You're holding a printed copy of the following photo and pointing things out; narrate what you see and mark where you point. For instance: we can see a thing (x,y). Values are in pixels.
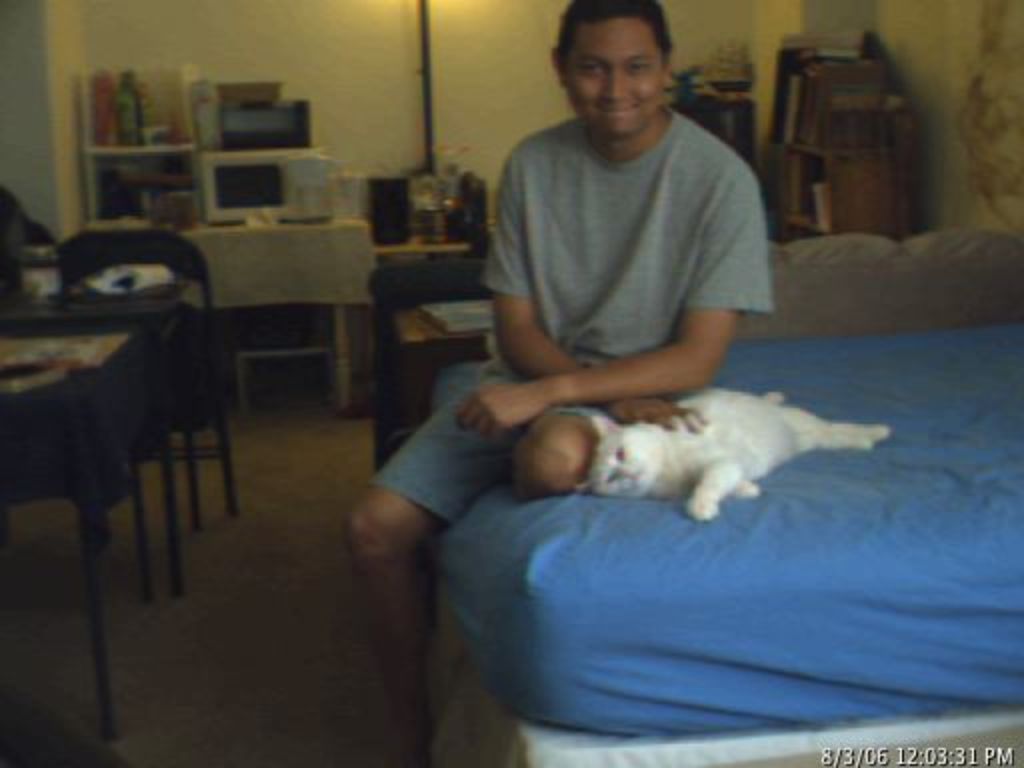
A man (606,192) is sitting on the bed (817,464), he wore t-shirt (726,293). A cat (645,427) is in white color sleeping on the bed (805,455).
